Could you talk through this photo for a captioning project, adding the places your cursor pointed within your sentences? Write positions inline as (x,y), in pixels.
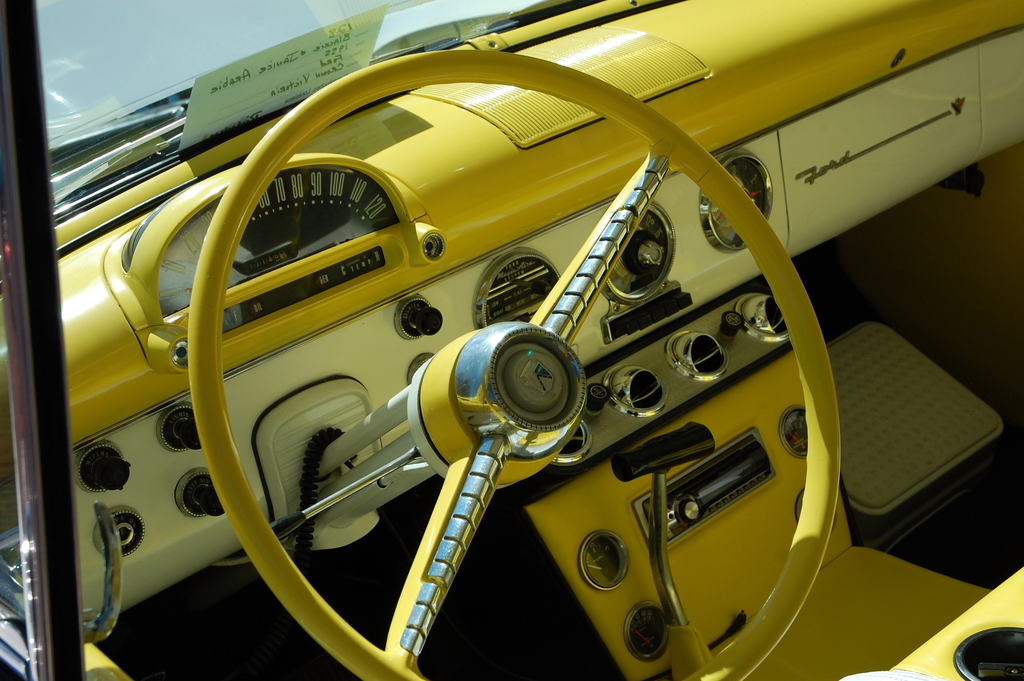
This picture shows a steering (442,427) and dashboard (526,252) of a vehicle (490,234). It is yellow and white in color.
